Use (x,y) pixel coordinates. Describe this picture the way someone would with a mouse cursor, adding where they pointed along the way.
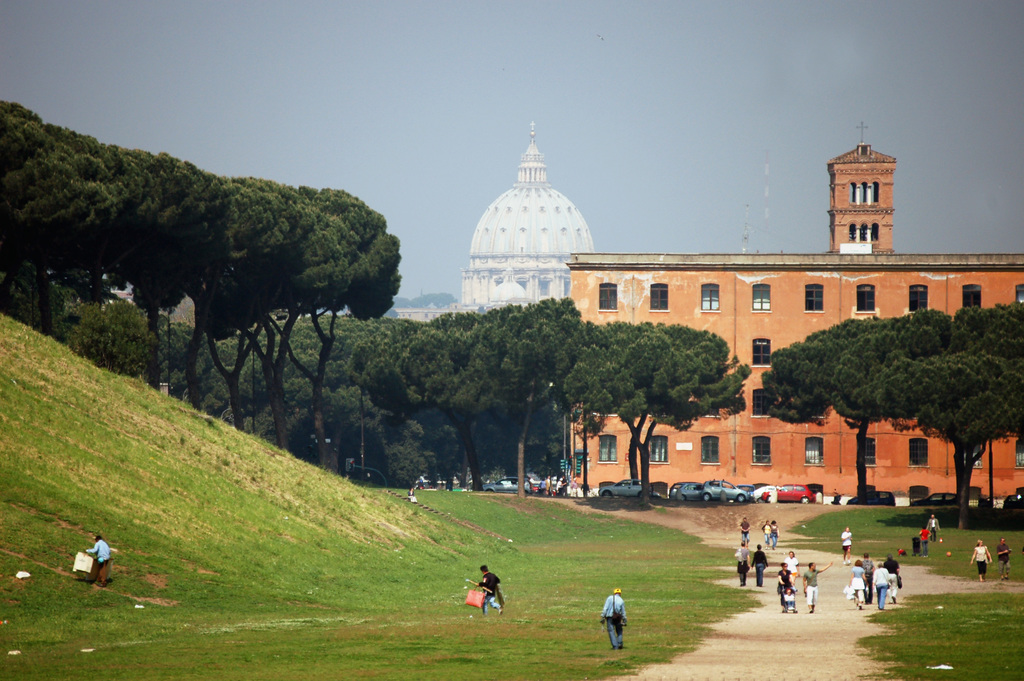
In this image there are buildings (999,256) and trees (659,381). We can see cars (706,489) and there are people (881,590). There is a hill (404,561). In the background (476,167) there is sky (520,96).
